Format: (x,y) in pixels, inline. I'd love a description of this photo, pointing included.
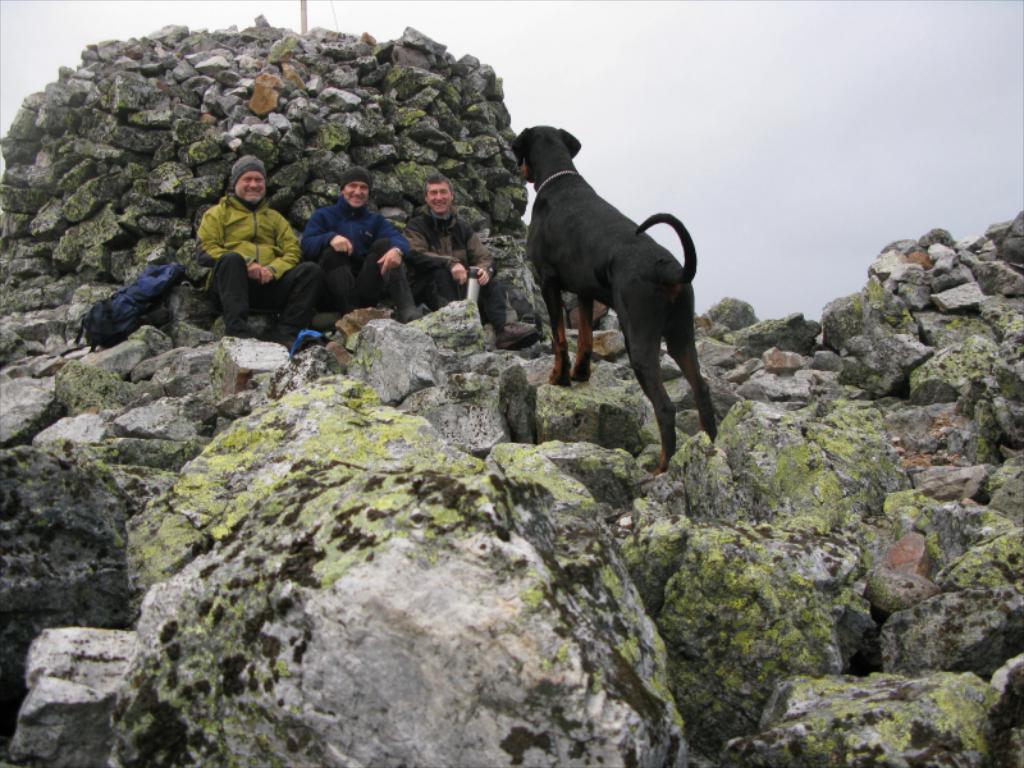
In this image we can see three persons (296,331), there is a bag (161,284) and a dog (643,343), also we can see rocks (638,685), and the sky (382,20).
